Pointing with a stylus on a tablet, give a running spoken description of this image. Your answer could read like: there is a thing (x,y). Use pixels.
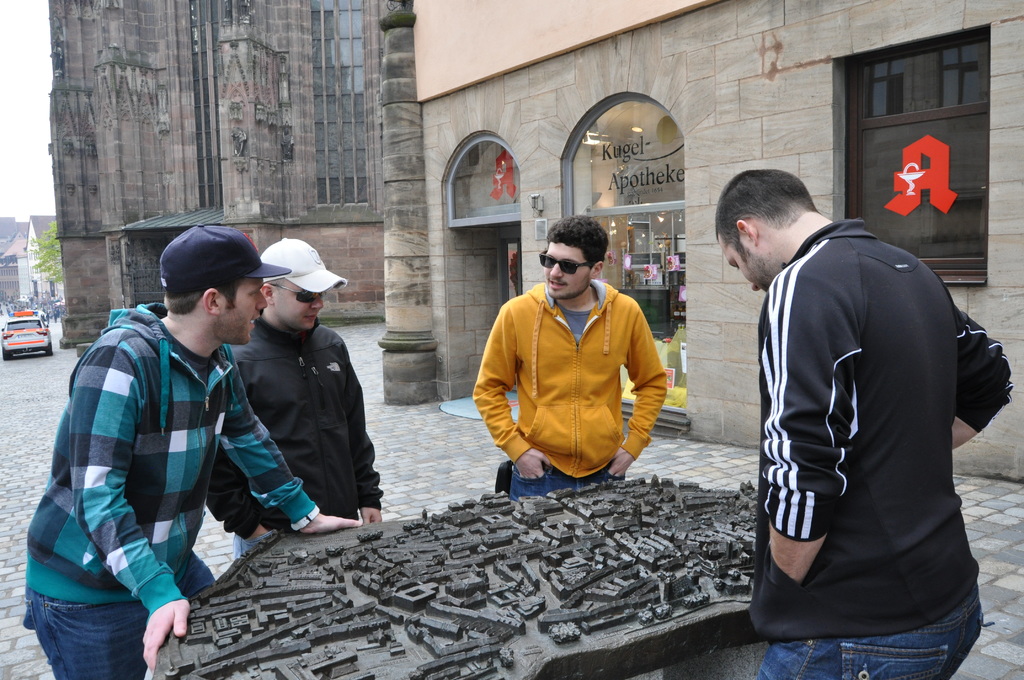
In this image we can see the people (329,350) standing on the ground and there is the wall (549,569) with a design (545,550). And at the back (496,157) we can see there are buildings (315,127) and windows (578,139) and there are stickers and text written on the window (662,307). And we can see the car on the road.
